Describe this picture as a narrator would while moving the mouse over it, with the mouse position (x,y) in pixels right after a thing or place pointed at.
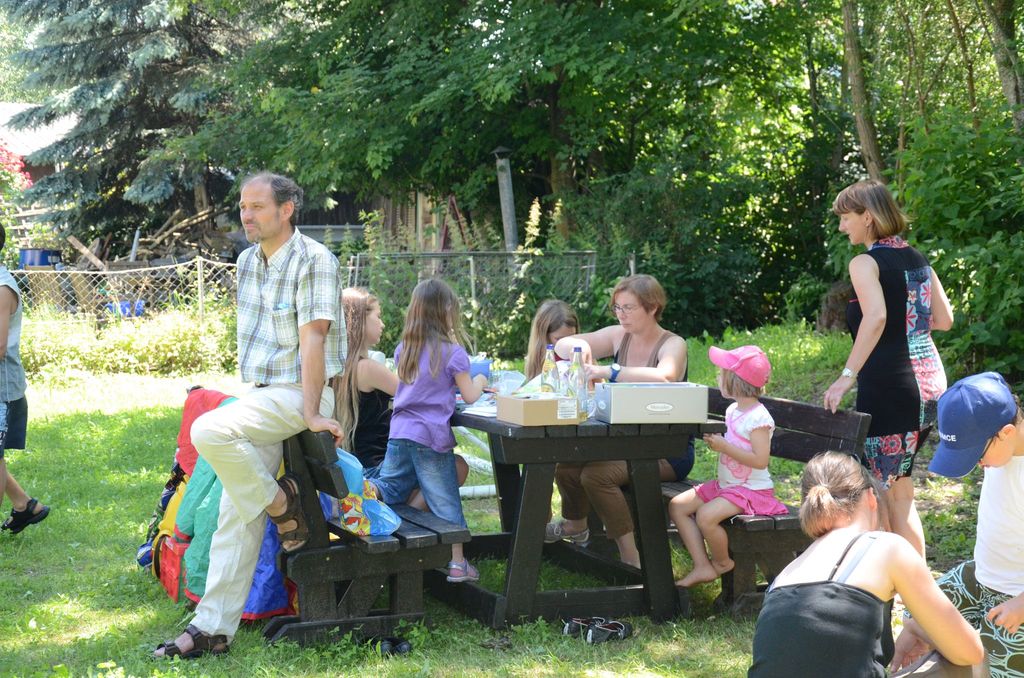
This picture is clicked outside the city. Here, we see woman (656,304) and children (368,388) are sitting on bench (405,598) in front of table (578,433). On table (613,436), we see carton boxes (667,413), water bottles (547,392) and plastic covers (505,380) are placed on it. Behind them, we see a fence (416,255) and behind that we see many trees (860,108).
